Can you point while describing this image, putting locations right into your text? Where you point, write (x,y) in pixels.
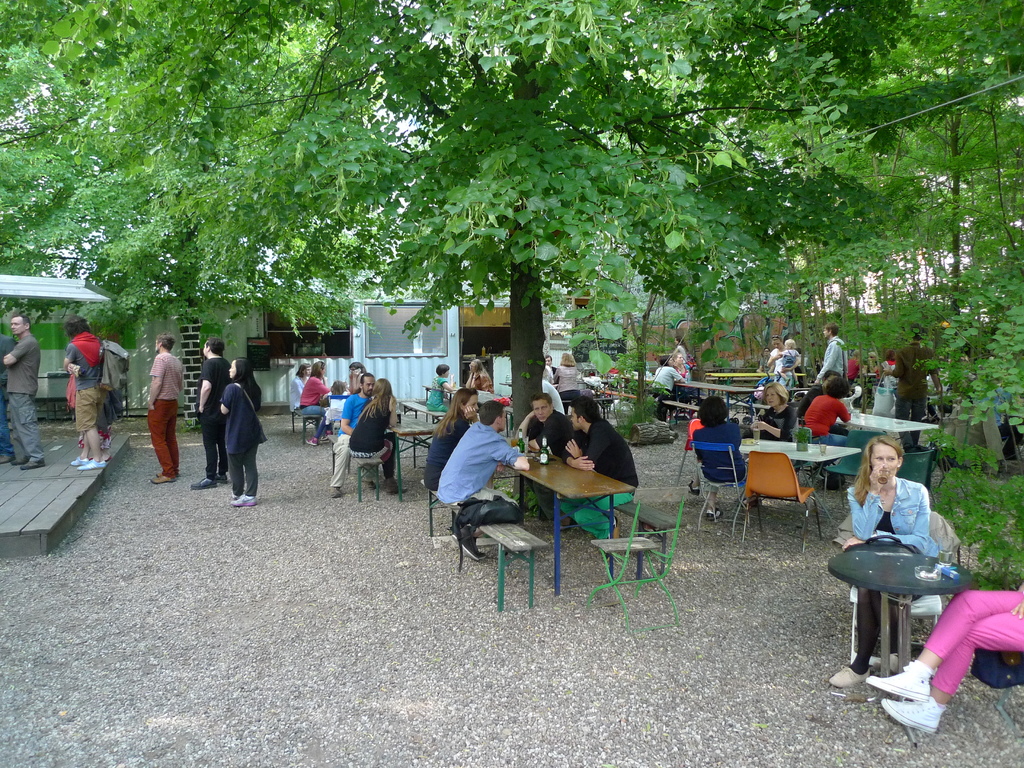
This picture describes about group of people (837,382), few people (780,393) are seated and few are standing, in front of them we can see few bottles (546,453) on the table (555,477), in the background (392,203) we can see few trees (381,216) and houses (378,371).
